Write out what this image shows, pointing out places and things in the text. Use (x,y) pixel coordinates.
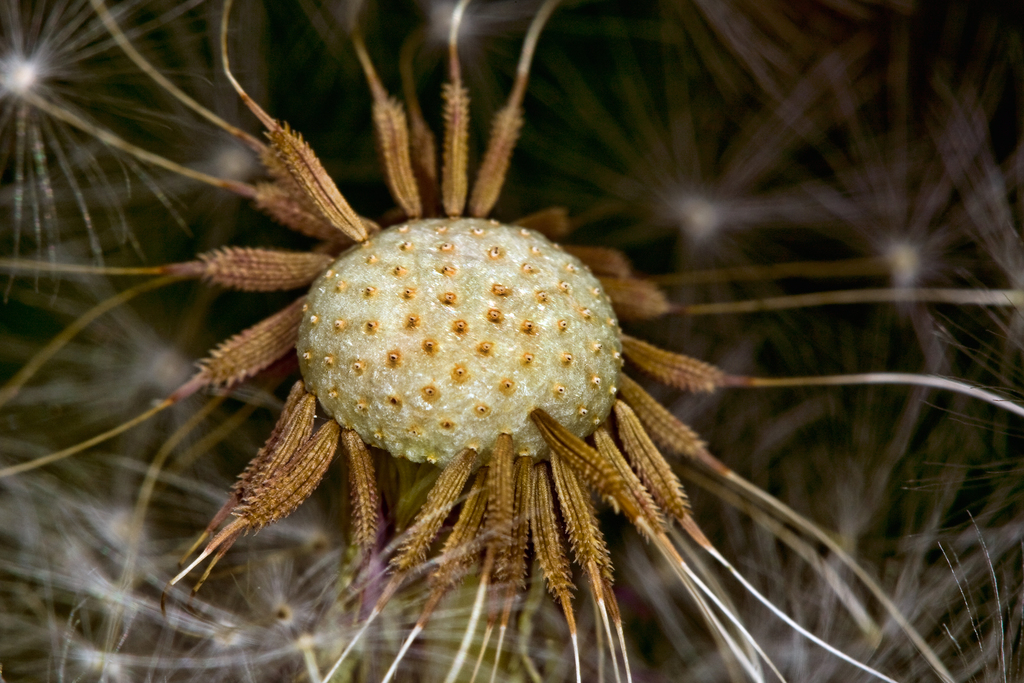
As we can see in the image there are plants (429,317) and seeds (361,454).
